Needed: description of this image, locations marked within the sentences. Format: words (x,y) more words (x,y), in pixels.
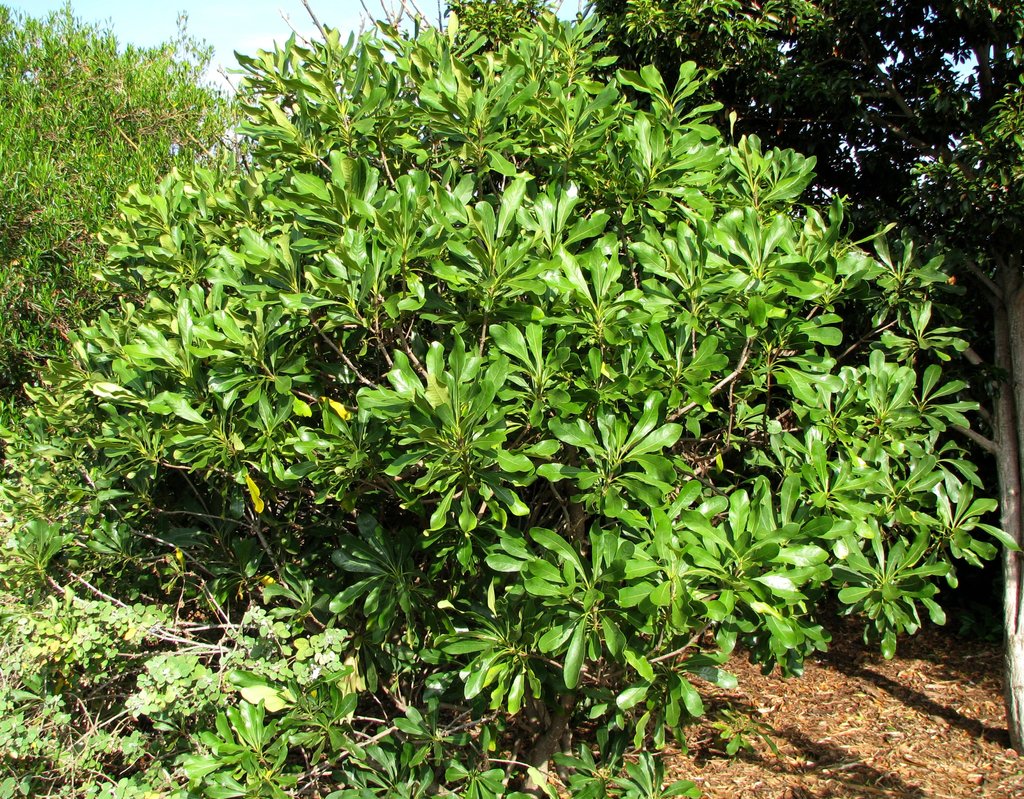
Here we can see green trees (111,504). Background (257,38) we can see sky (214,26).
